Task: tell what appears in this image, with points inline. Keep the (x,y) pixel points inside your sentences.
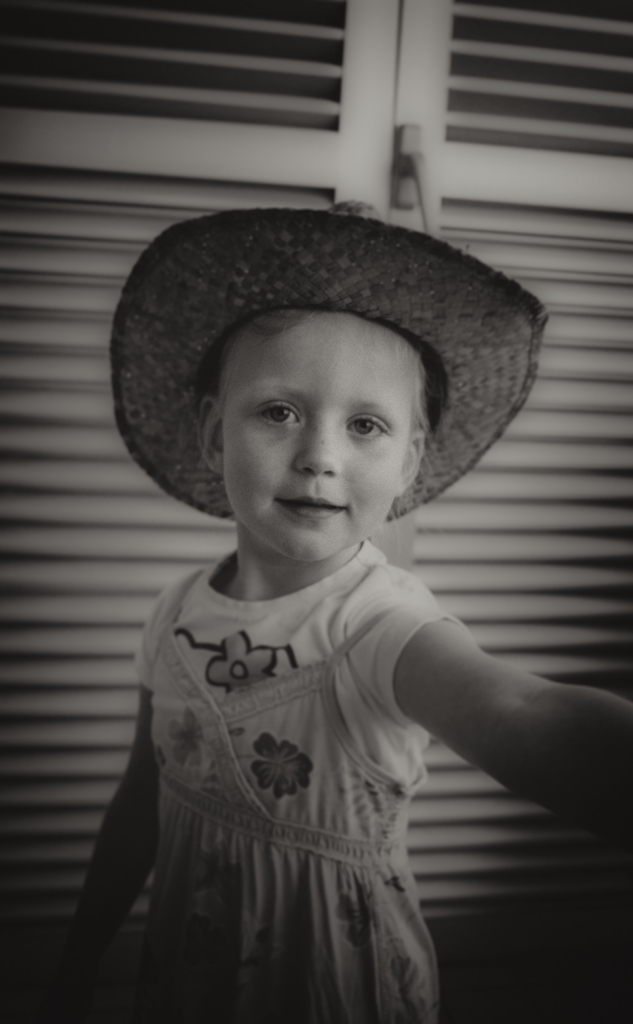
This is a black and white image, in it we can see a child (279,826) wearing clothes (347,792) and hat (343,275). This is a wood door (546,541).
